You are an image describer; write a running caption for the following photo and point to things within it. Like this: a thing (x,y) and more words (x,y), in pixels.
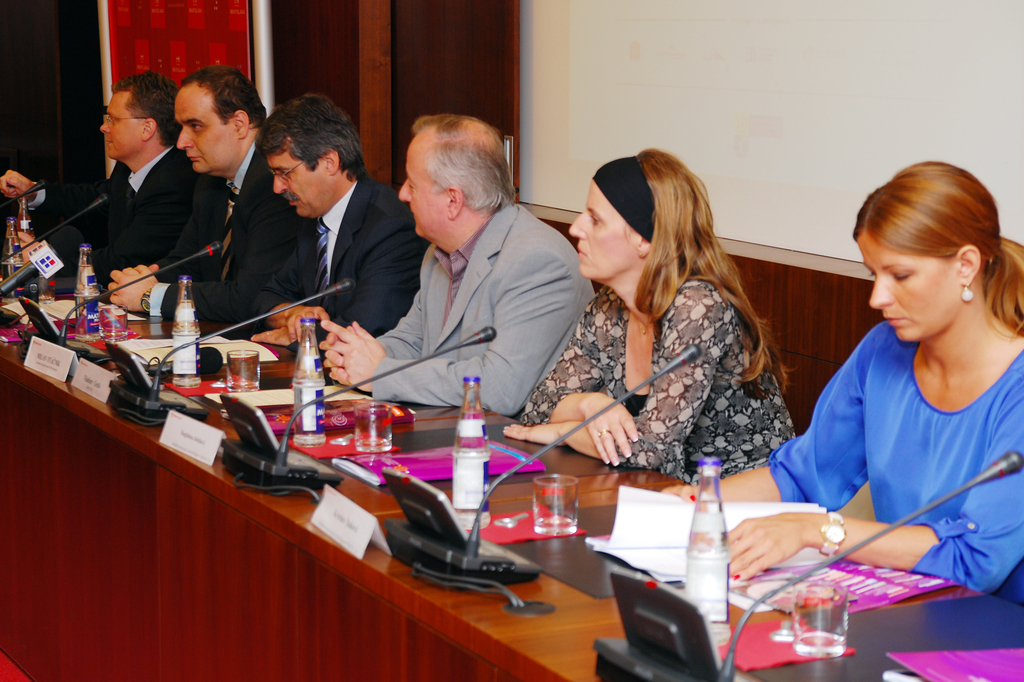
In this picture there is a woman (926,329) who is wearing blue t-shirt (899,498) and watch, beside her we can see another woman (699,298) who is wearing headband (624,164) and black dress (729,449). She is sitting on the chair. Beside her we can see a man (472,281) who is wearing grey blazer (531,255). On the left (173,127) there is another man (156,167) who is wearing spectacle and suit (123,214). Beside him we can see another man (245,155) who is also wearing suit (232,238) and sitting near to the table (264,378). On the table (525,594) we can see water bottles (89,310), water glasses (806,622), nameplate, papers (910,661), mat (739,640), tissue papers (739,640), cables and other objects (471,553). In the top right (1014,109) there is a projector screen (794,126). At the top (391,82) there is a door (454,71).
